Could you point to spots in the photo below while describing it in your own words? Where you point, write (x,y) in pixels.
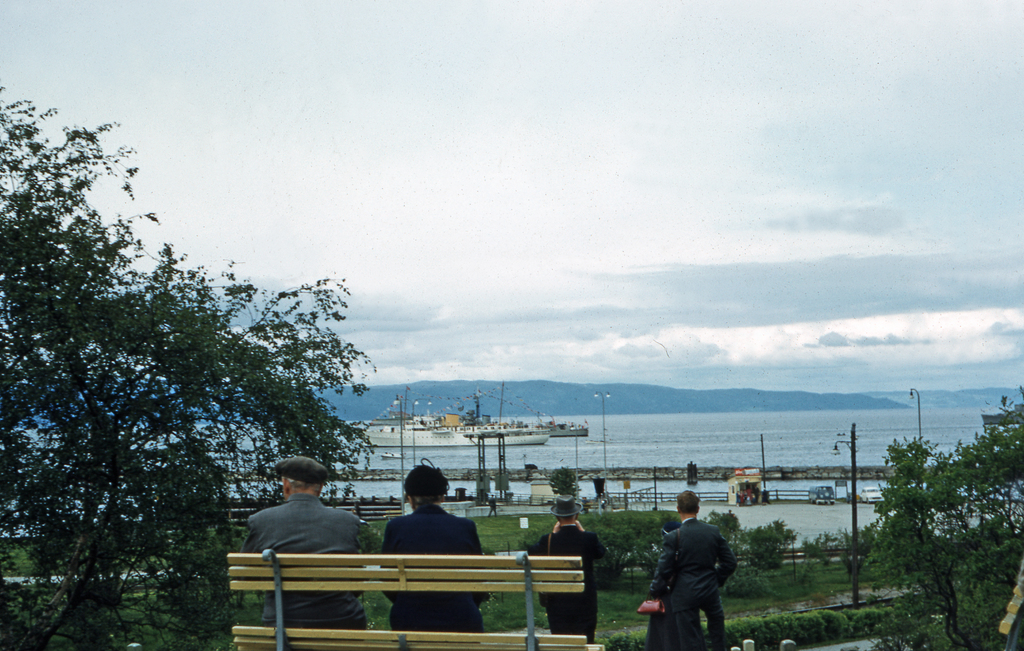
This picture shows a couple (287,543) seated on the bench (267,632) and we see few people (665,543) standing and we see a ocean (980,426) and ships (459,411) and couple of trees (305,440) and a blue cloudy Sky (703,251).
